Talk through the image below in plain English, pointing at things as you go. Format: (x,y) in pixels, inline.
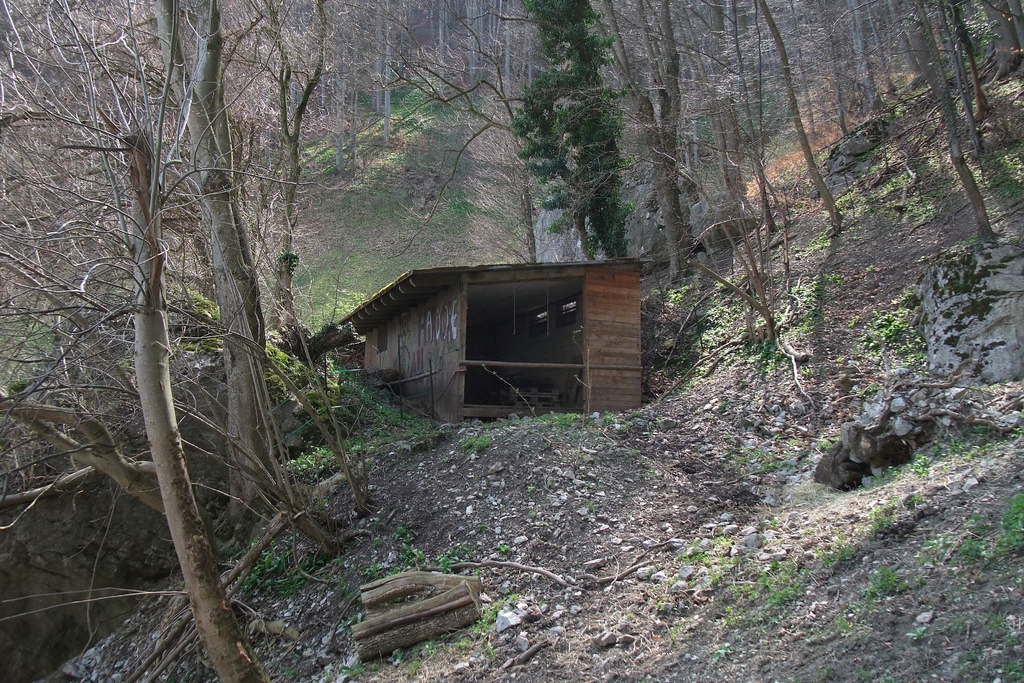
As we can see in the image there are trees (574,172) and a wooden house (530,359).
